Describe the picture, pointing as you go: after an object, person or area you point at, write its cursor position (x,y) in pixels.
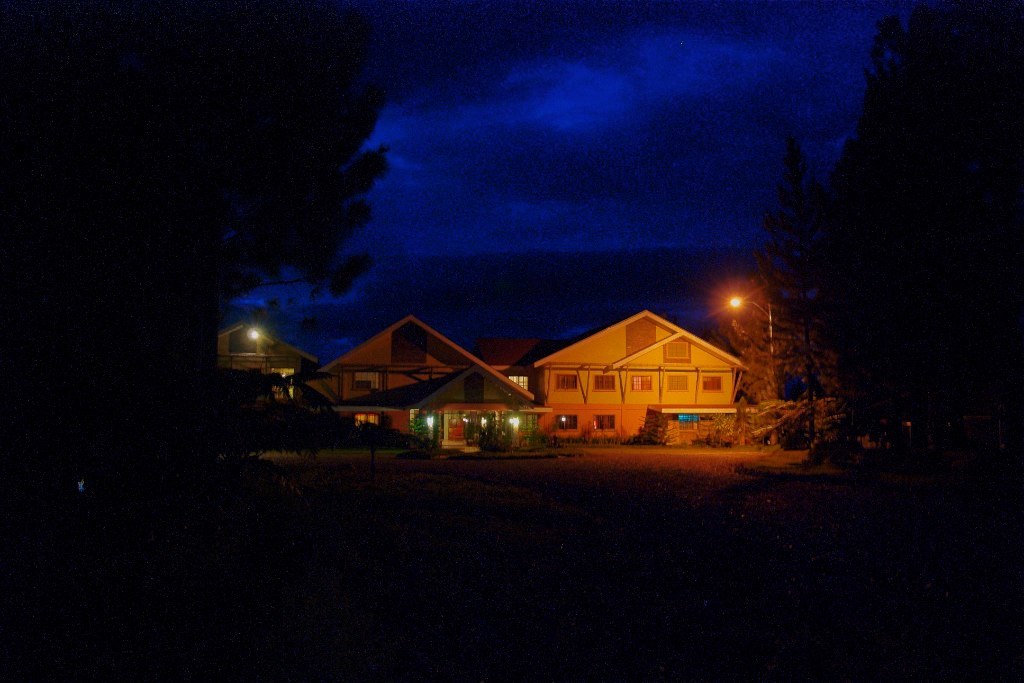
In this picture there are houses (451,351) in the center of the image (553,371), on which there are windows (671,358) and there are trees (115,60) and poles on the right (773,309) and left side of the image (331,197), it seems to be the picture is captured during night time.
